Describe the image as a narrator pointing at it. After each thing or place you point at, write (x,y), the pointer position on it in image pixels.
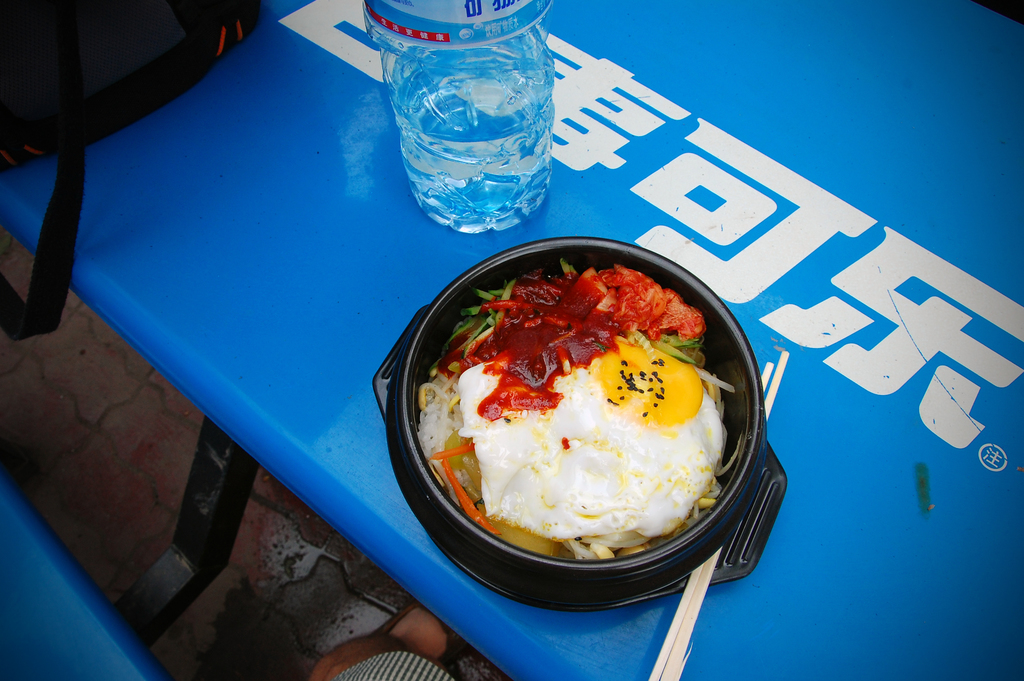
In this Image I see a bottle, a bowl (727,527) full of food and chopsticks (698,573) and a bag (104,7) on the table (272,26).
